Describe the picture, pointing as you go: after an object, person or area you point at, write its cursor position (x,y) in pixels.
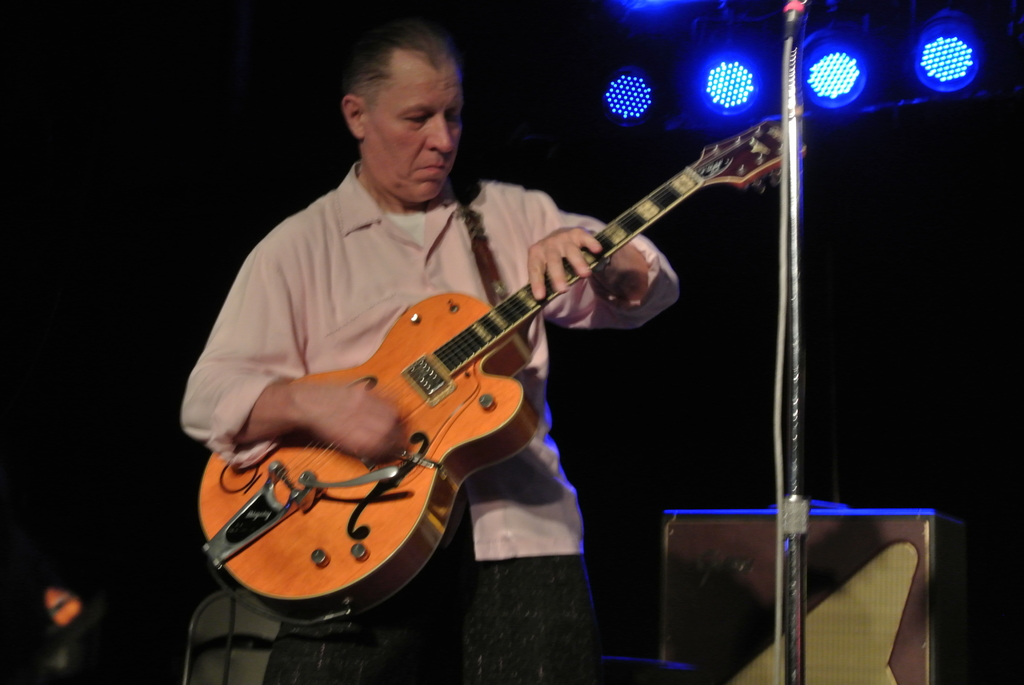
Here we can see that a person (494,253) is standing and holding a guitar (412,415) in his hand (366,437), and at side here is the stand (796,426), and at back (852,67) here are the lights (834,42).
